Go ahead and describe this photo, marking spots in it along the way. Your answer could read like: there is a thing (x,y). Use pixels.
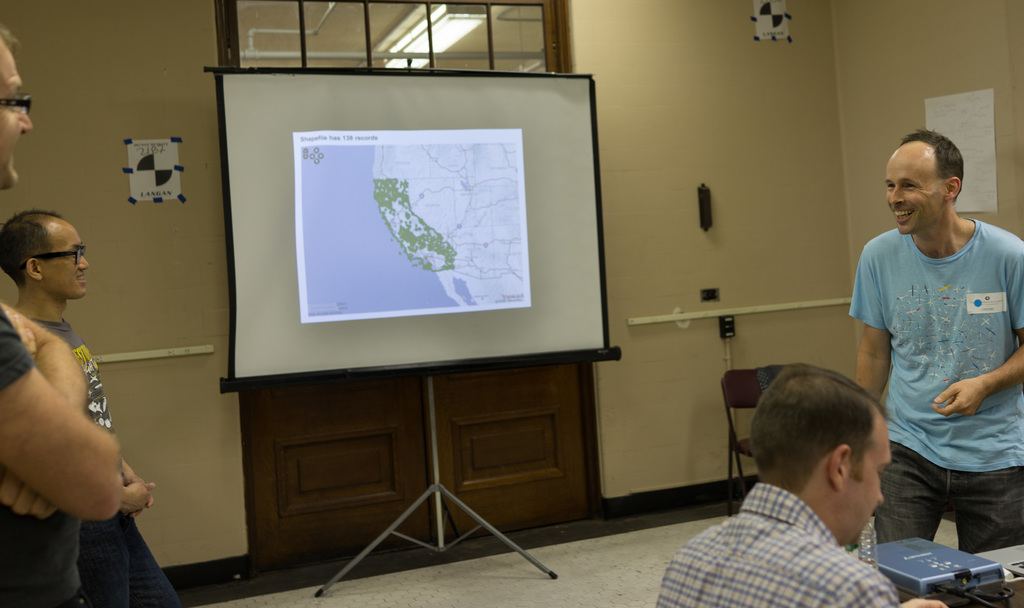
This image is taken indoors. At the bottom of the image (536,582) there is a floor (605,590). In the background (856,126) there is a wall (197,252) with a door (457,418) and a few posters (161,150) with a text (980,127) on them. In the middle of the image (458,309) there is a board (443,266) with a map (421,254) on it on the stand (441,509). On the left side of the image (36,445) there are two men (47,489) standing on the floor (503,582). On the right side of the image (871,382) a man (871,382) is standing on the floor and he is with a smiling face (911,226). Another man (743,547) is sitting on the chair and there is a table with a few things (979,573) on it.
